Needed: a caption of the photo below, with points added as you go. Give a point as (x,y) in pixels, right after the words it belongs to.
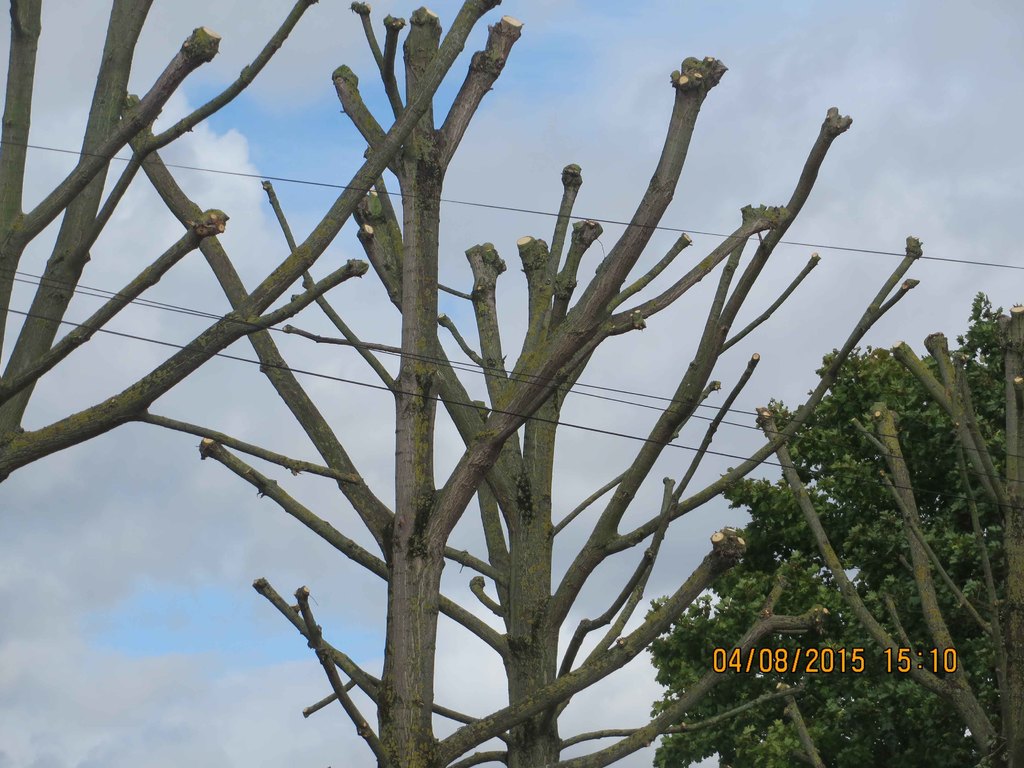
There are trees (475,79) without having leaves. In front of them, there is watermark (790,660). In the background (675,640), there are trees (726,619) which are having green color leaves (850,718) and there are clouds (109,550) in the blue sky (276,160).
